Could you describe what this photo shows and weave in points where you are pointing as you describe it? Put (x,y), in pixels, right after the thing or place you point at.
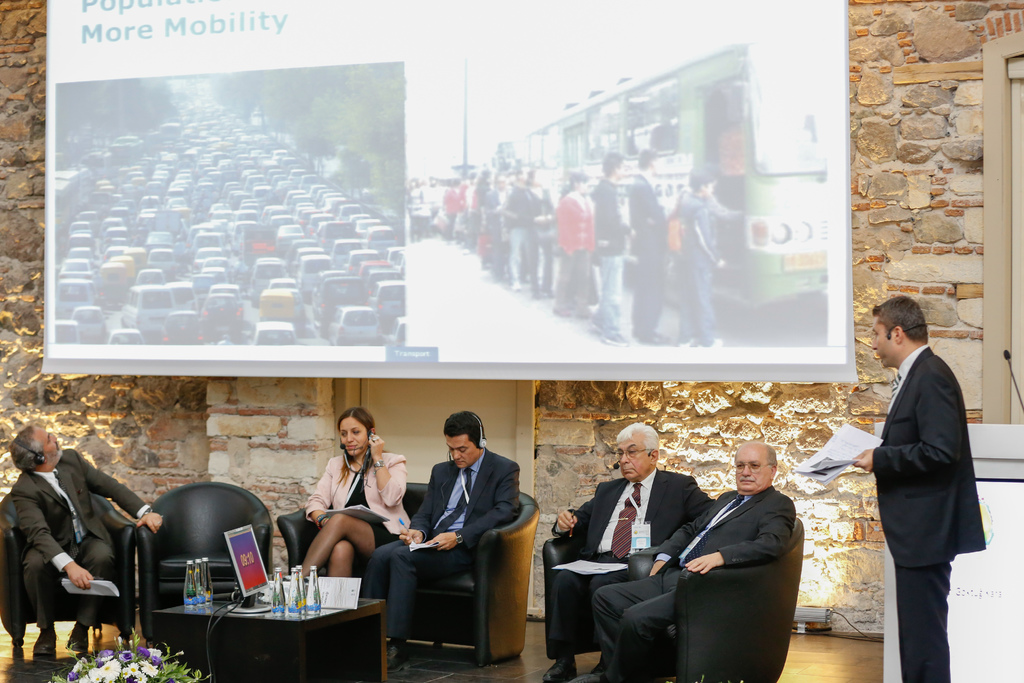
In this image, we can see persons (78,526) wearing clothes (41,497) and sitting on chairs (484,580) in front of the wall (297,416). There is a table (364,675) at the bottom of the image (348,641) contains bottles (298,610). There is a bouquet (134,663) in the bottom left of the image (146,660). There is a screen (348,146) at the top of the image (493,159). There is a person (885,428) in the bottom right of the image (916,582) standing and holding papers (850,446) with his hands (870,459).
